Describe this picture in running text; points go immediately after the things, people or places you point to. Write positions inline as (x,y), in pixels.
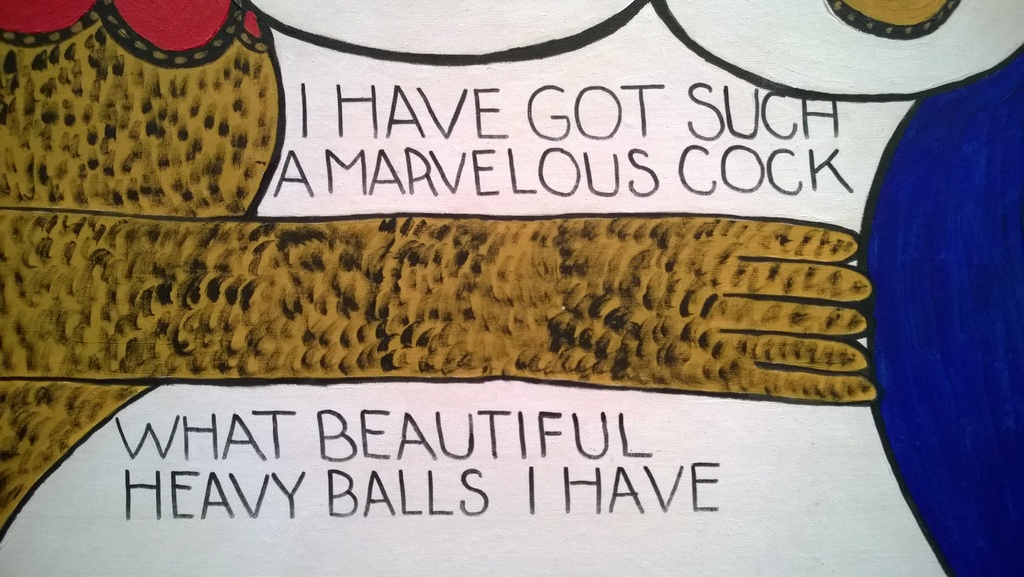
In this image we can see the painting (412,163) of a hand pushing the ball (919,297) which is in the blue color. Here we can see the text (413,181) at the top (424,156) and bottom as well.
